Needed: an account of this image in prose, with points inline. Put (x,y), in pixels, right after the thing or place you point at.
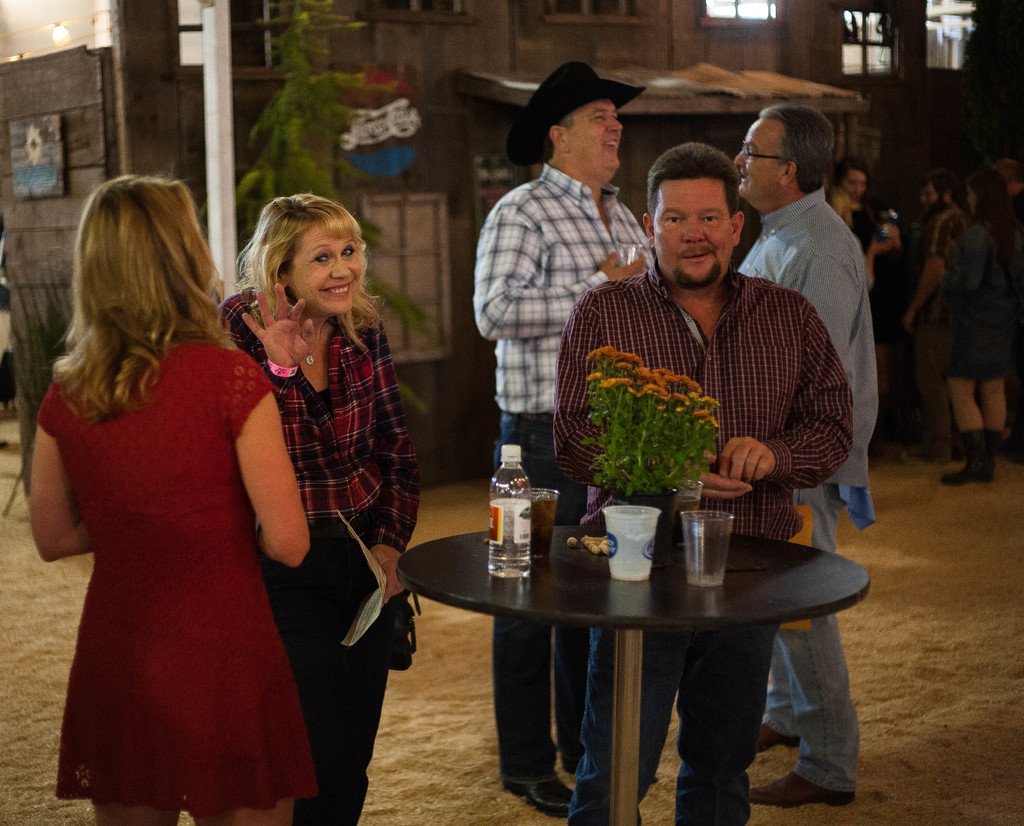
In this image there are two women (241,409) standing and talking the women (344,301) standing here is laughing, these three man (636,229) are standing, the man (574,182) standing here is laughing. There are three glass (713,556), a bottle (503,506) and a flower pot (618,457) on a table (697,601). At the back ground (920,418) there are few people (955,319) standing, a building (608,33), a pole (225,121), a plant (301,107).
